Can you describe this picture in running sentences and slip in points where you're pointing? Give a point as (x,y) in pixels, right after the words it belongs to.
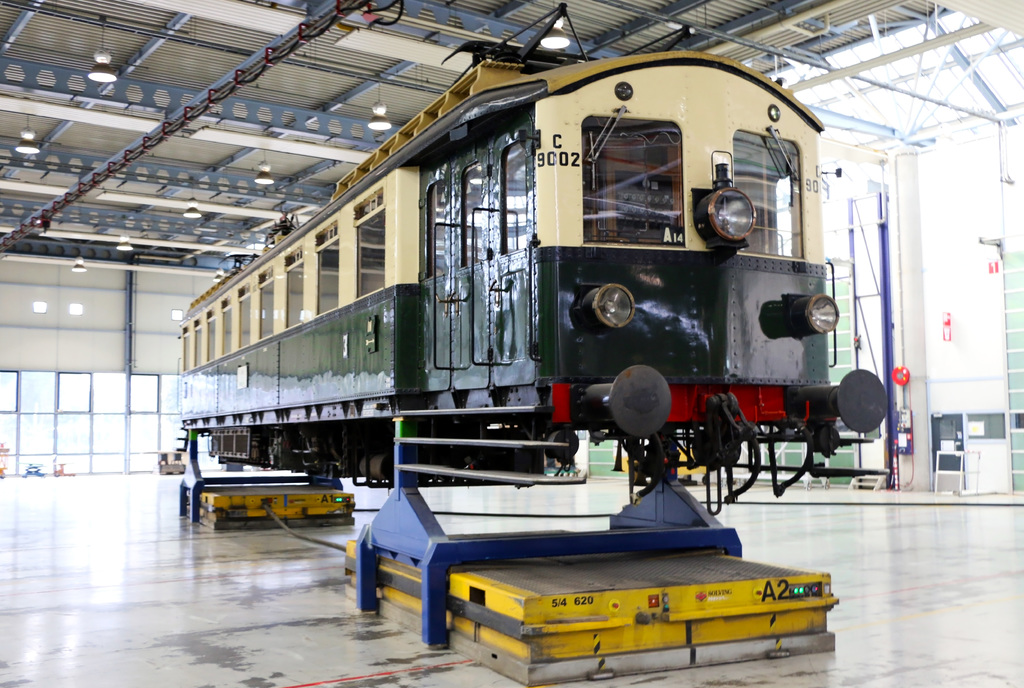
In this image we can see a train (513,337) on the metal stand (509,579) which is placed on the floor (163,592). We can also see some poles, windows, a roof (305,163) with some ceiling lights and metal rods (342,118).
